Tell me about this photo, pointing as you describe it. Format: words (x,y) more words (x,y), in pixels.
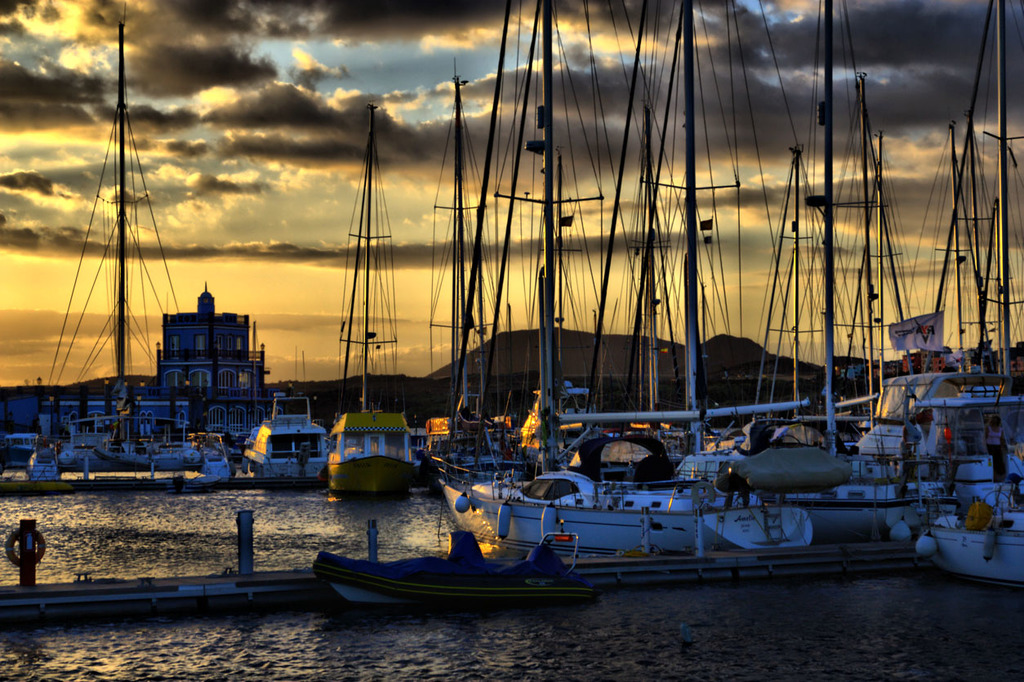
In this image to the bottom (371,617) there is a river (868,606), in that river (885,593) there are some boats (584,483). In the background (497,376) there are some mountains (537,358) and trees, and also on the top of the image (595,221) there are some poles (455,325) and wires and sky (386,155).
